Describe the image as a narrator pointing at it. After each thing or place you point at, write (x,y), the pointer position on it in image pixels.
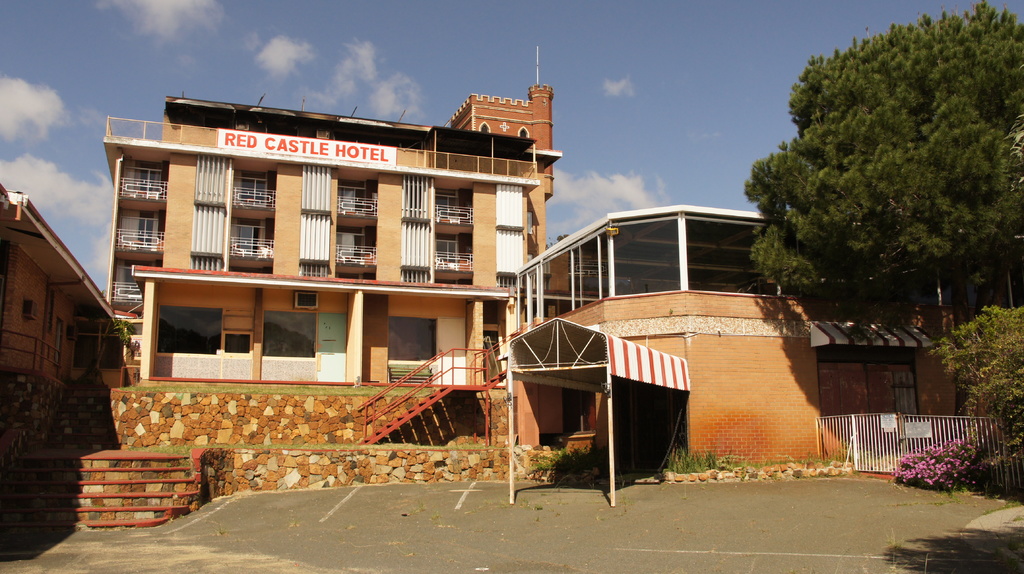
In the image we can see there are buildings (492,359) and trees (1010,182). The ground floor (363,439) of the building (477,321) is made up of stones (288,433) and the walls (729,391) of the building (729,391) are made up of bricks (758,408). On the building (289,174) it's written "Red Castle Hotel". There is clear sky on the top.
